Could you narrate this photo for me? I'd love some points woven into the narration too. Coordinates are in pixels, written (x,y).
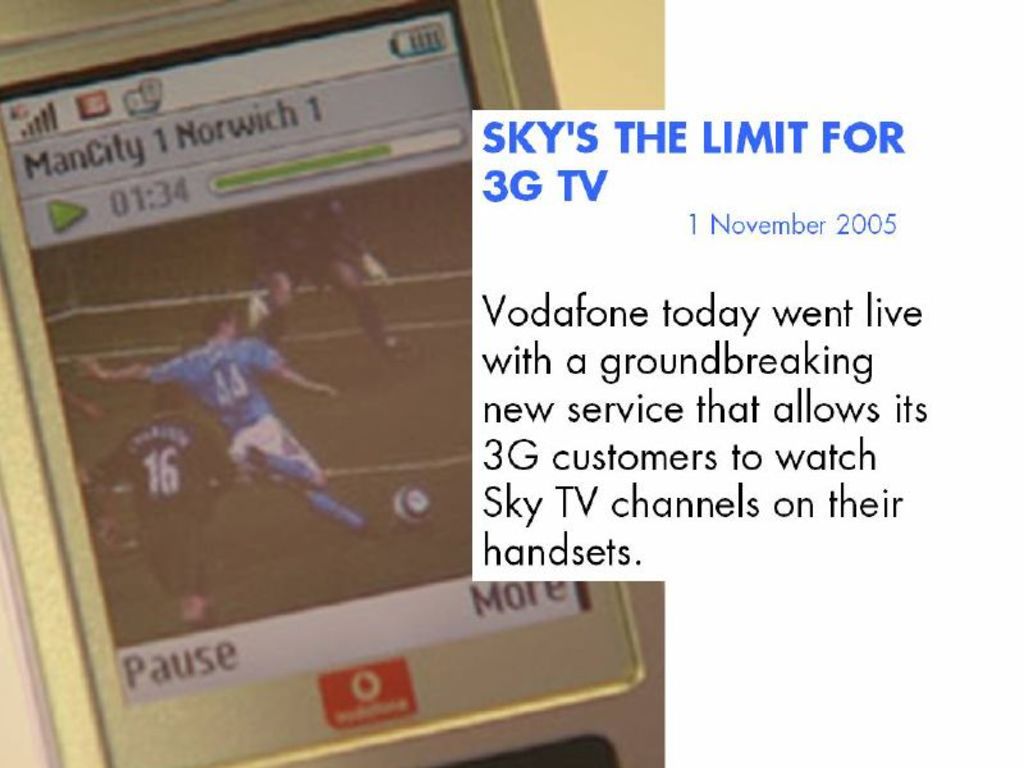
In this image we can see a screen (142,509) of a mobile (467,245) placed on the surface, on which we can see a group of people (347,525) standing on the ground (376,518), a ball (423,506) and some text (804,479) on it.
